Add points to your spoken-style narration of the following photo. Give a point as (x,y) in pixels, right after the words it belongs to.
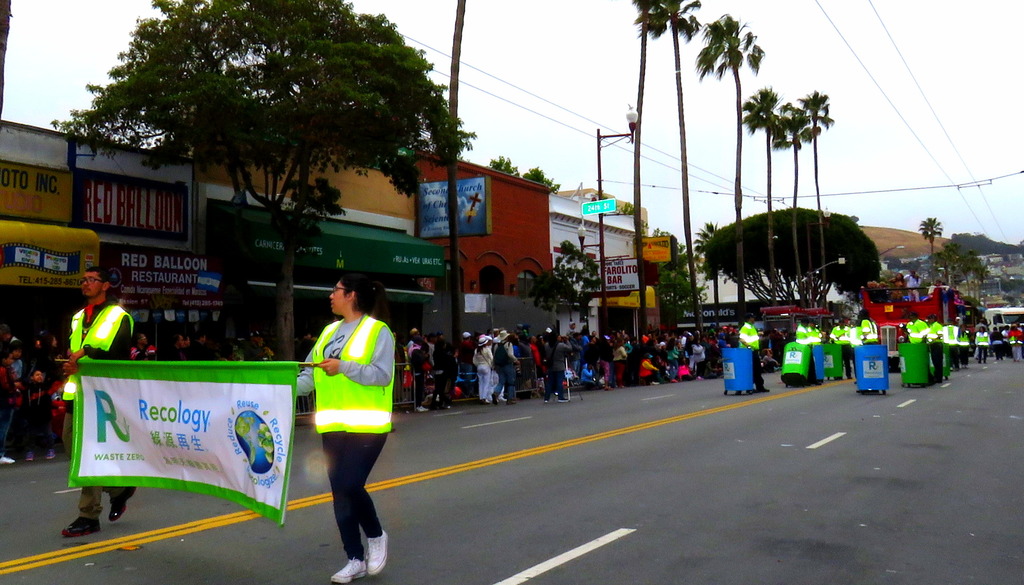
In the picture I can see two persons (343,361) walking on the road (386,476) and they are holding the banner (259,388). I can see a group of people (641,343) standing on the side of the road (648,392) and a few people (982,350) on the road (974,363). I can see the garbage boxes (834,359) on the road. In the background (996,319), I can see the vehicles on the road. I can see the buildings (516,198), light poles (625,133) and trees (798,233).
